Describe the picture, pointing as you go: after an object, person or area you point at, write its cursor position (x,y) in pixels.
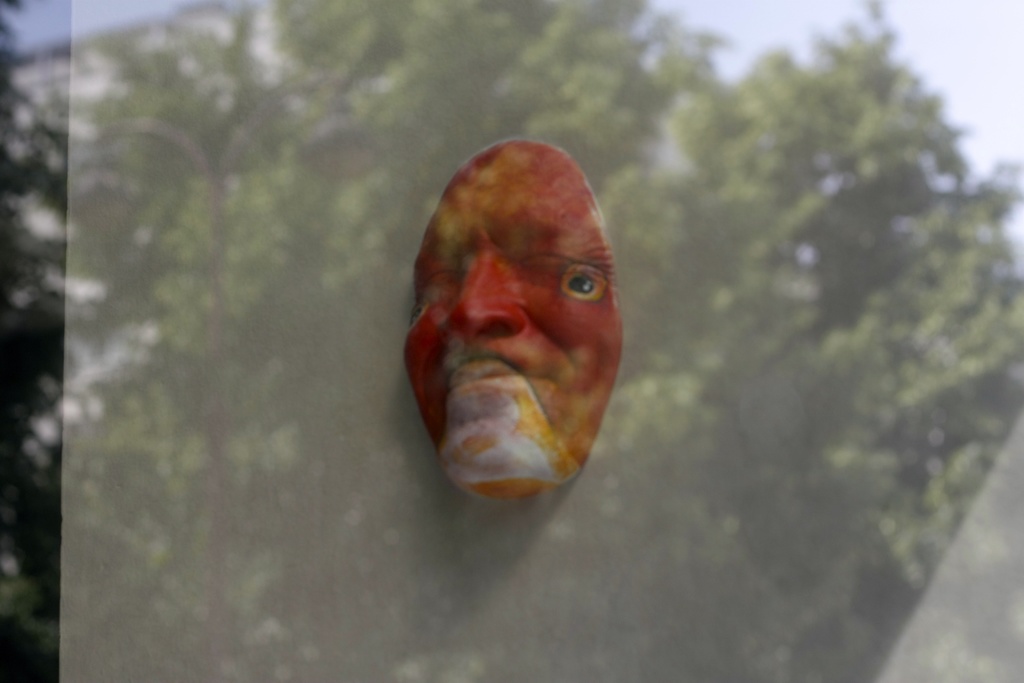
This is a kind of face mask (561,238), which is red in color. I think this is the glass (287,463). I can see the reflection (737,123) of trees (762,267) in the glass (135,301).
